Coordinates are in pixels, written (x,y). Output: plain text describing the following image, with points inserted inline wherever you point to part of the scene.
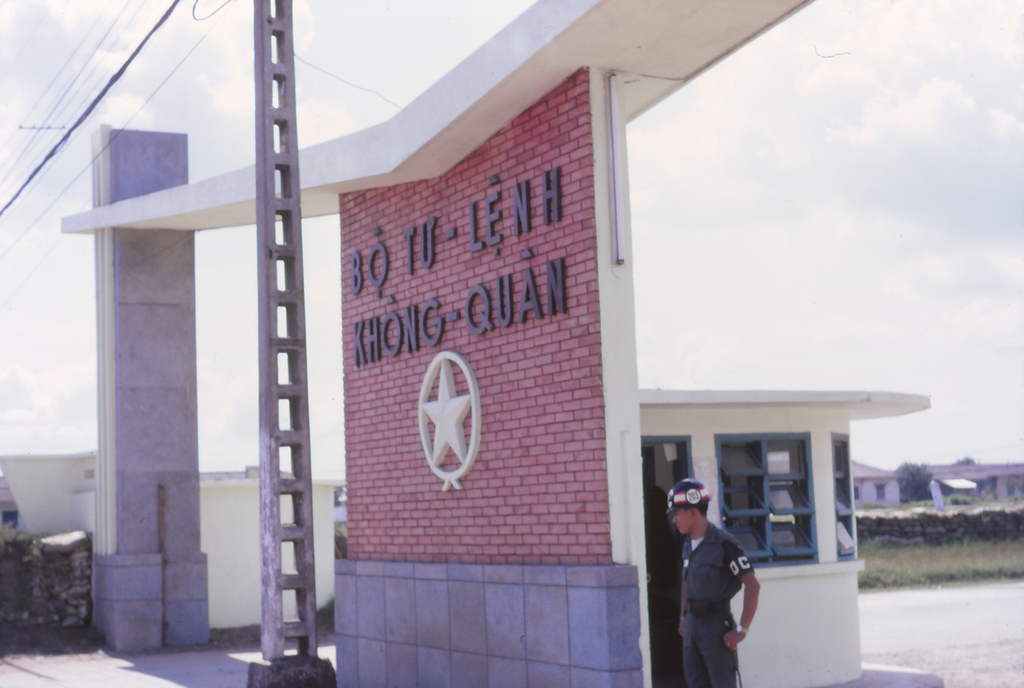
This image is taken outdoors. At the top of the image (789,217) there is the sky (793,194) with clouds (373,35). In the background (891,494) there are few houses (872,488). There are few plants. There is a ground (967,563) with grass (955,569) on it. In the middle of the image (617,372) there is a pillar (158,387). There is a pole (267,146) with wires (32,173). There is a wall (469,273) with a text (489,229) on it. There is a cabin (772,503) and a man (689,561) is standing on the road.
